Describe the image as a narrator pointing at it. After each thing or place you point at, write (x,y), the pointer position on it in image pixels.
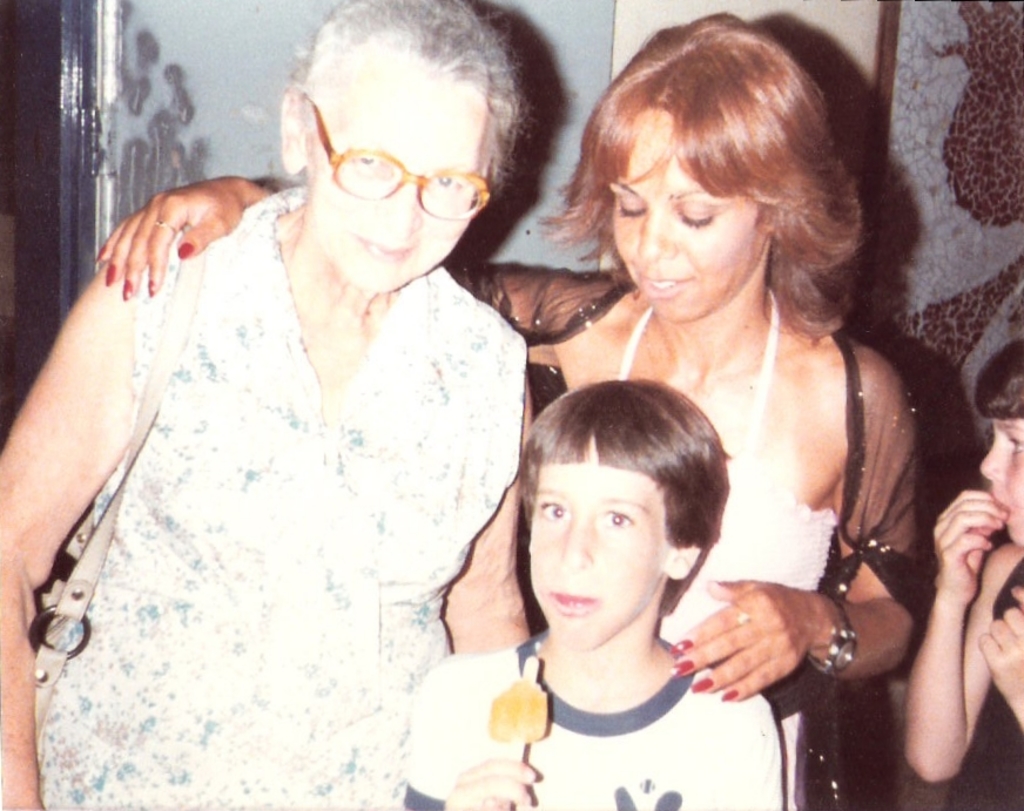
In this picture, we can see a few people (574,387), and among them a person (563,572) is holding some object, we can see the wall (1021,106).
